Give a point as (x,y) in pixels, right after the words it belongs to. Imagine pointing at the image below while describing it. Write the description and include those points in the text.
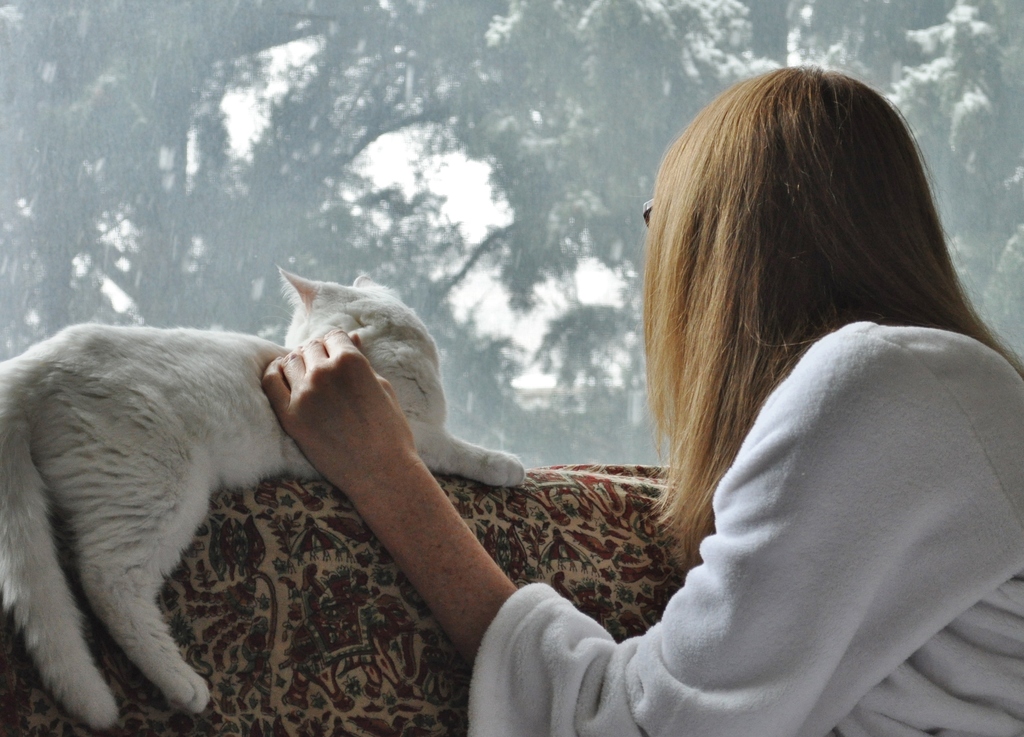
There is a woman (848,482) sitting in a sofa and placed her hand (342,378) on a cat (266,350) which is lying beside her and there are trees (208,109) in the background (382,115).
